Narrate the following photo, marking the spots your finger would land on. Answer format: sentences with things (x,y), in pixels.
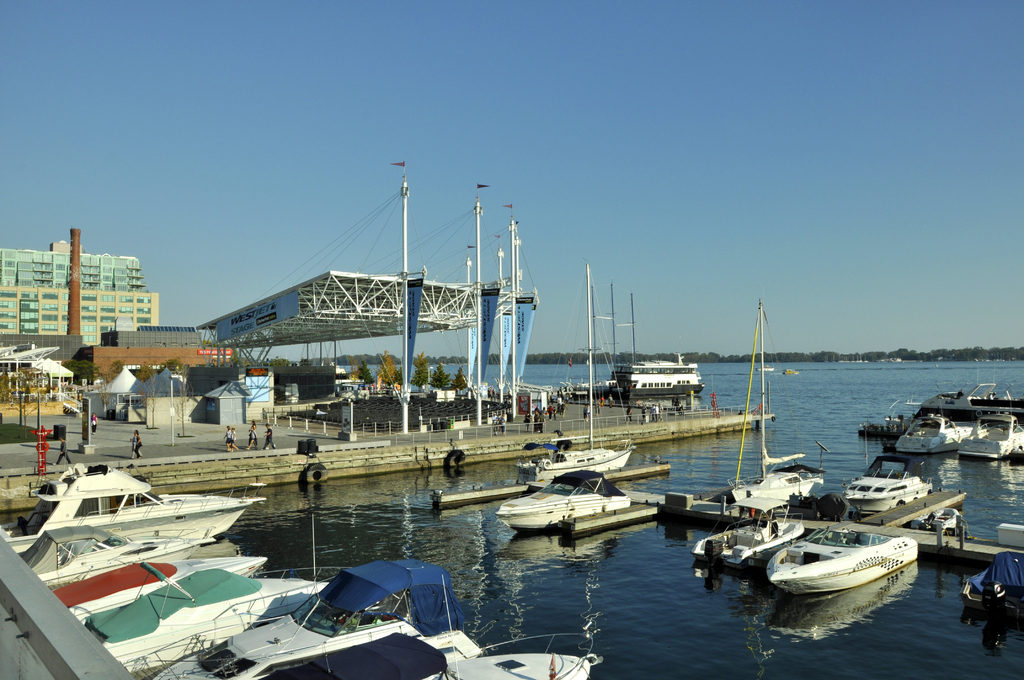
At the bottom (637,603) there are boats (528,667) on the water (675,655) and we can see poles (819,443) and strings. On the left side (331,383) there are few persons (140,434) walking on the road (121,438), poles (404,359), buildings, trees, roofs (134,383), metal objects (46,449) and hoardings (87,438). In the background (743,351) we can see water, trees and the sky (721,339).
